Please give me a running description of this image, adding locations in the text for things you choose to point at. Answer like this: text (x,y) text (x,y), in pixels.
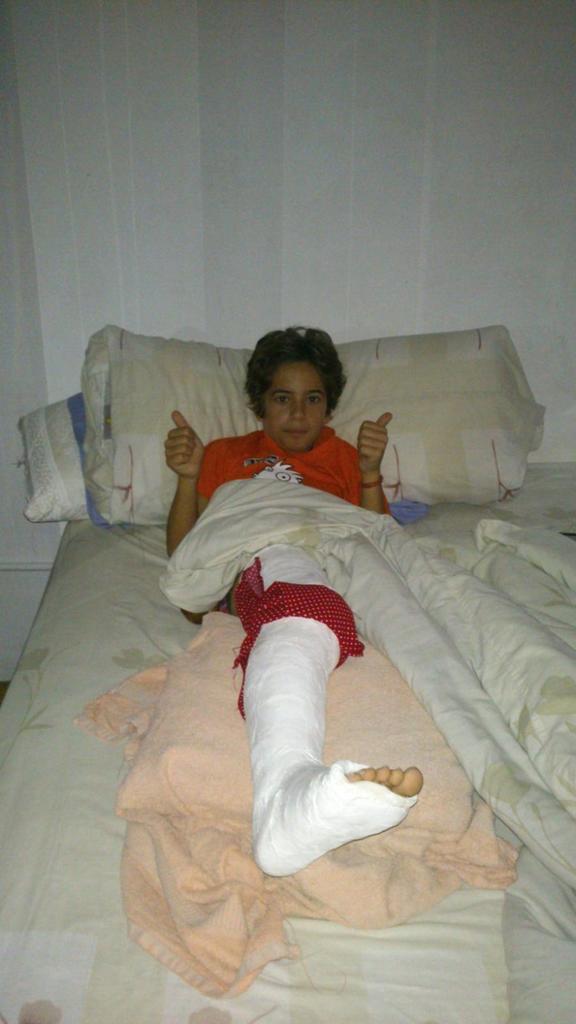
This image consists of a bed (70,806). On that there are pillows (128,493). There is a person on this bed (68,666). He has bandage (264,740) on his leg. There is a bed sheet (219,532).
